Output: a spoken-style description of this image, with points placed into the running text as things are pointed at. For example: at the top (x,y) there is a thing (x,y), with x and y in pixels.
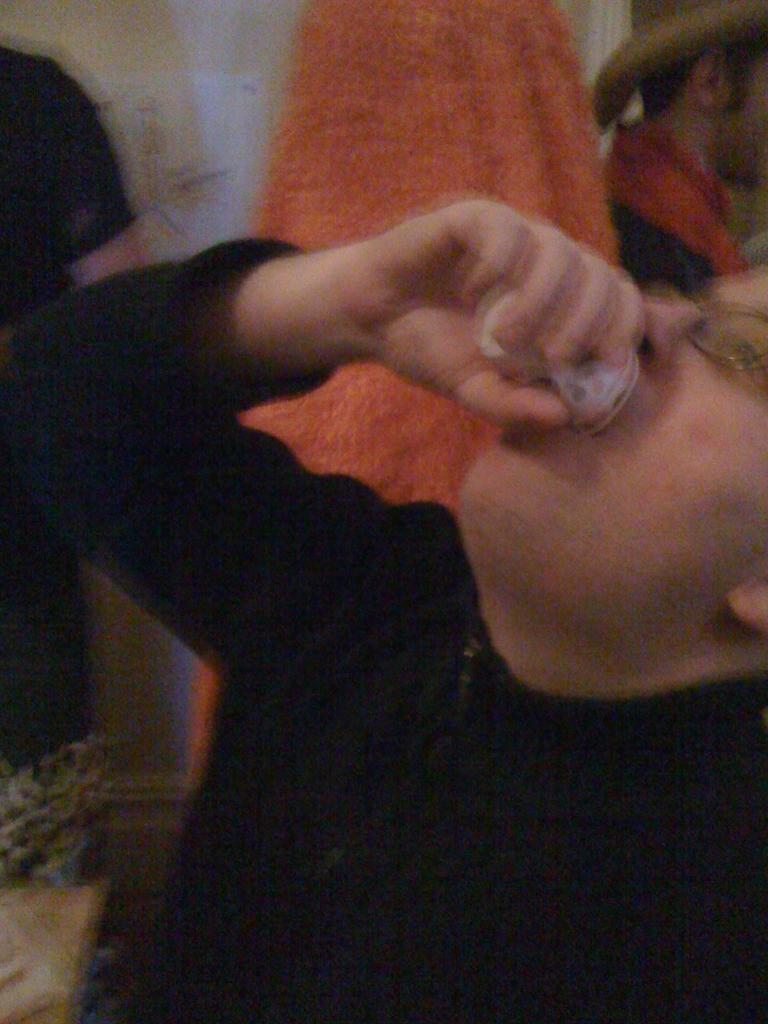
In this image there is a person (551,470) placing a cup (597,372) in his mouth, behind him there is a person (673,137) standing in between them there is a cloth (353,376) in orange color. In the background of the image (206,25) there is a wall (211,129).
